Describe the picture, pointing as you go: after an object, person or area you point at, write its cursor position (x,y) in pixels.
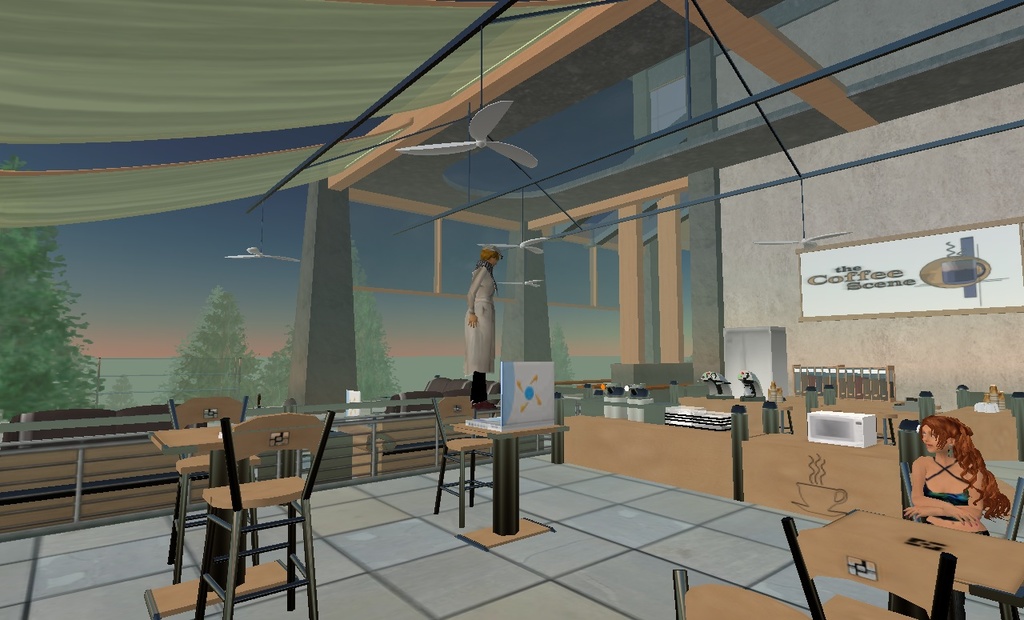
This is an anime image of inside a restaurant (900,469) with a girl (924,468) sitting on the right side (950,451) in front of table (978,571), in the back (87,363) there are trees (45,260).
